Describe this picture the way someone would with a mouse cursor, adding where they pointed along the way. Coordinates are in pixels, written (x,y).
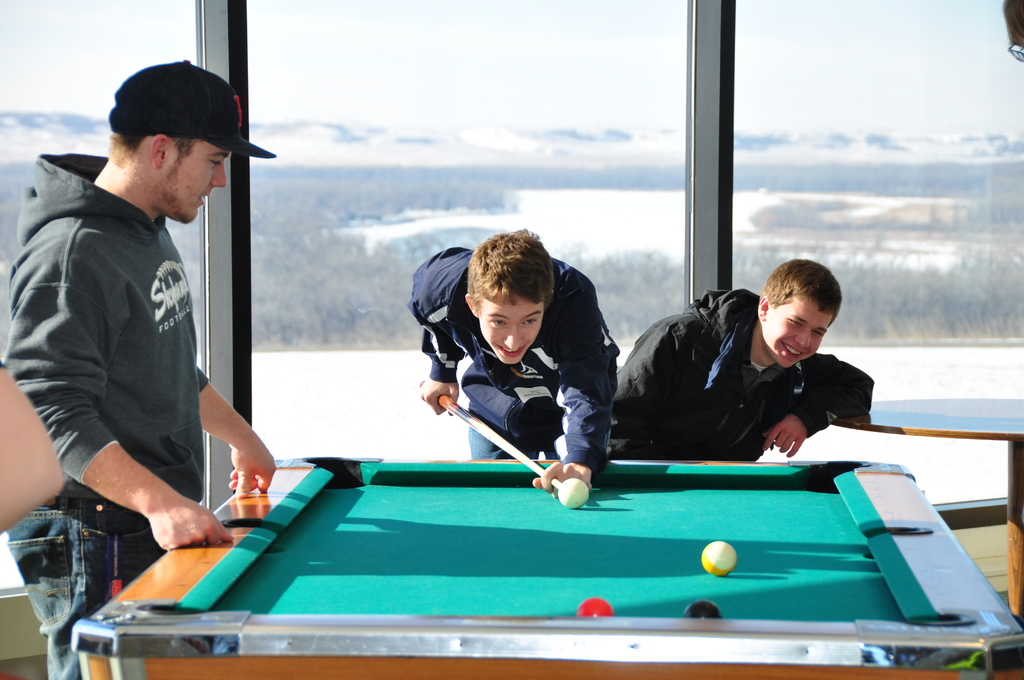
In this picture I can see snooker balls (577,503) on the snooker table (621,514), there are three persons (551,370), there is a table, there are glass doors (369,233), and in the background (305,47) there are trees (554,181) and sky (438,54).
